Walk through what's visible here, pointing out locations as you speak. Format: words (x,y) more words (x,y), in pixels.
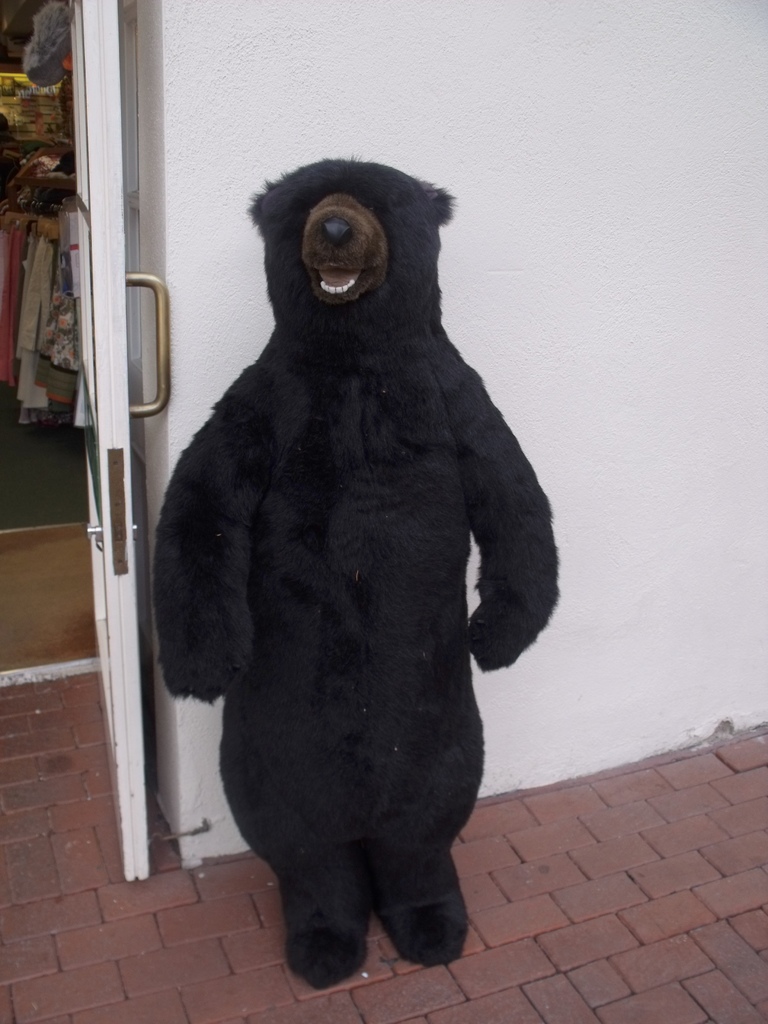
In this image we can see a bear toy (397,207). In the background (205,123), we can see the white color wall (175,156). On the left side of the image (115,351), we can see clothes (61,307) and a door (103,422). At the bottom of the image (393,953), we can see the floor (459,984).
